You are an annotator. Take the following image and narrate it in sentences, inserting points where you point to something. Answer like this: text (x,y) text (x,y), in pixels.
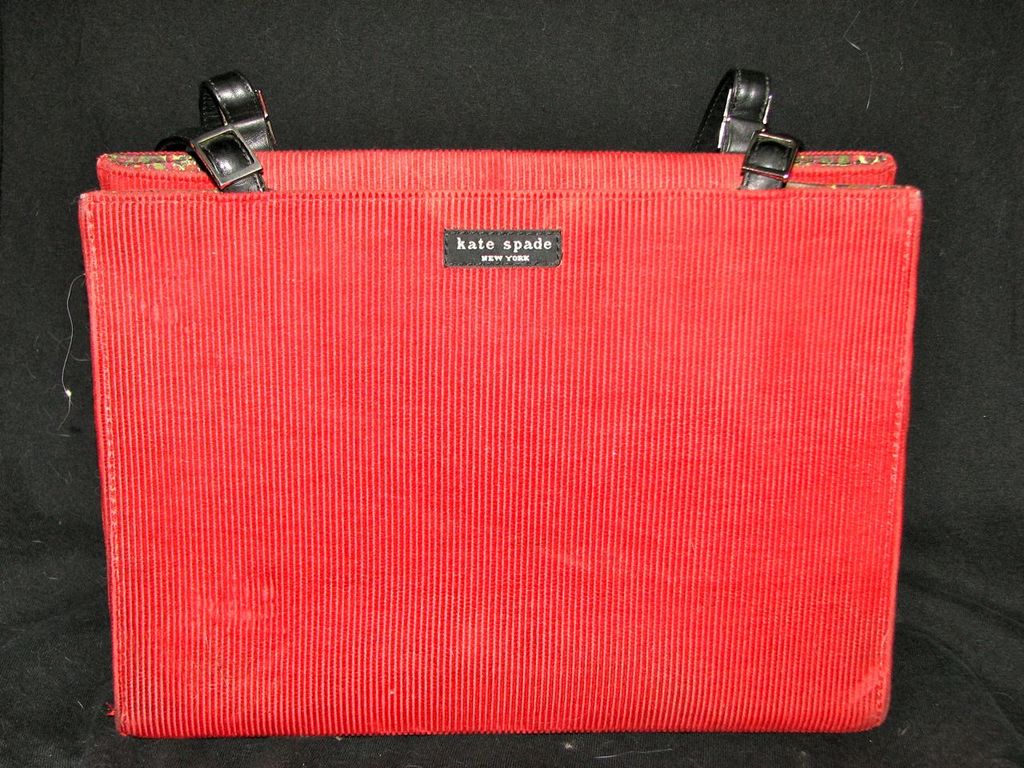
In this image there is red colour bag (448,347). In the background (459,48) there is a black colour cloth (897,63). on the bag (532,276) we can read as Kate spade.
